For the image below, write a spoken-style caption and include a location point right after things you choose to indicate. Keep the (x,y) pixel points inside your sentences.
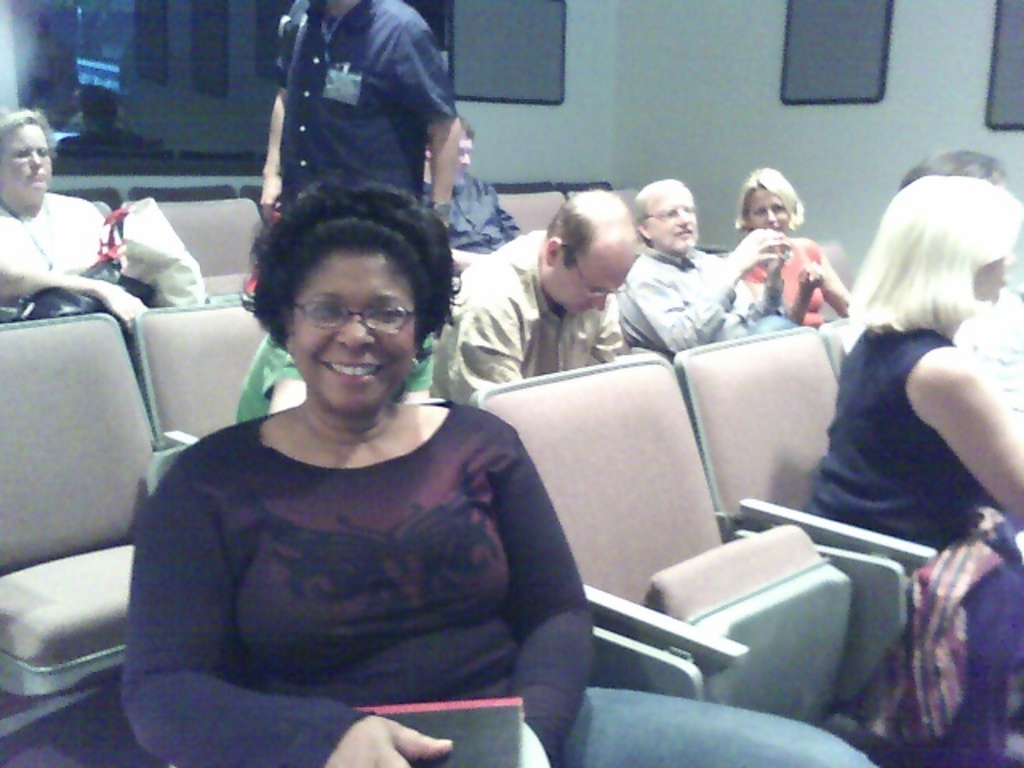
In this image we can see some people (494,522) sitting in the chairs (778,514). And we can see the glass window (84,58). And we can see some frames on the wall (679,140).
